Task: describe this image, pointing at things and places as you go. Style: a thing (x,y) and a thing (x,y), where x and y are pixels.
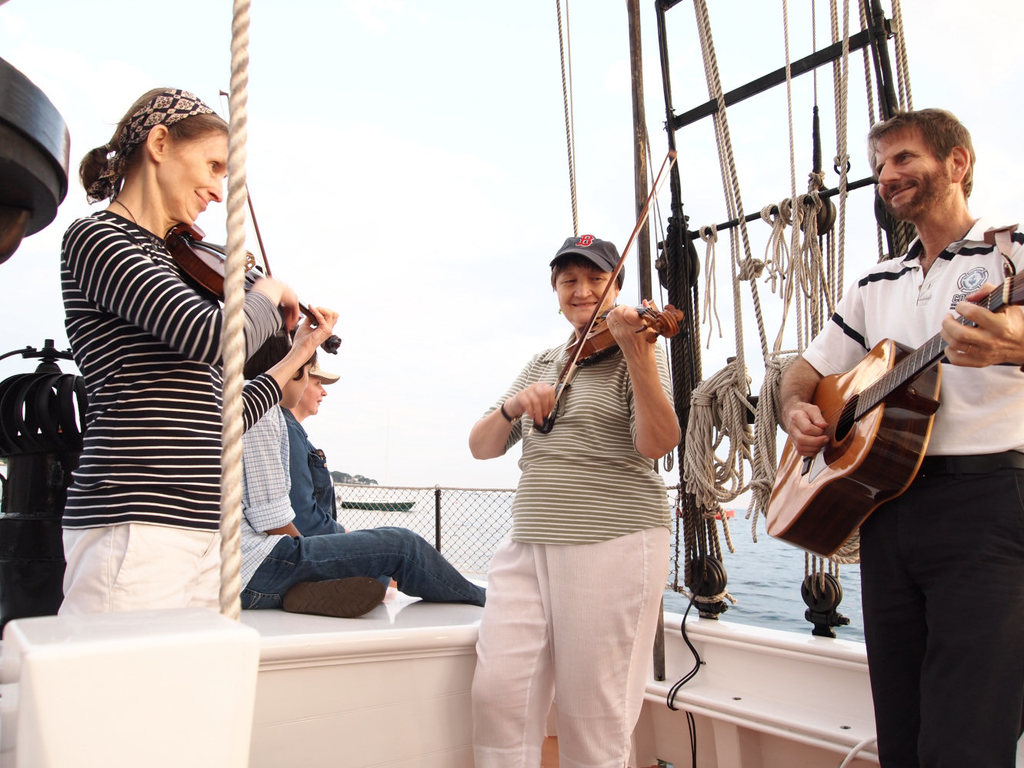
As we can see in the image there is sky (388,233), water (750,578), fence (456,525) and three people (209,473) holding violins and a guitar (871,378) in their hands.
